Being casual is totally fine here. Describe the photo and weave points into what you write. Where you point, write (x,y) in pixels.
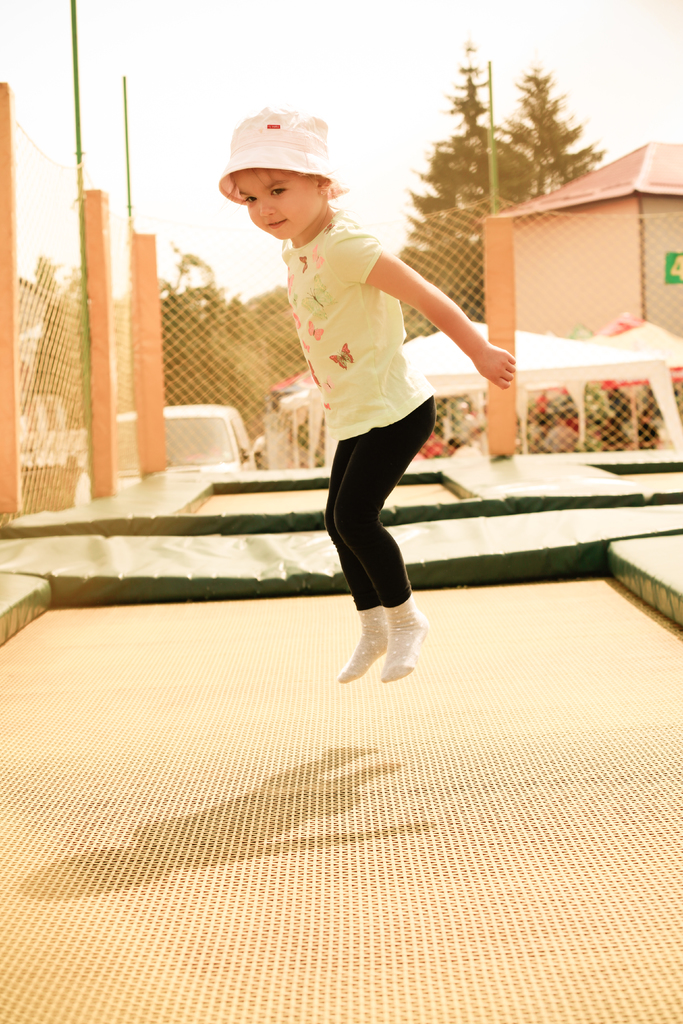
There is a girl (391,378) jumping and we can see nets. We can see fence (240,331) and poles (11,403). In the background (603,222) we can see tents (556,340), house (575,222), trees (552,164) and sky (391,96).
